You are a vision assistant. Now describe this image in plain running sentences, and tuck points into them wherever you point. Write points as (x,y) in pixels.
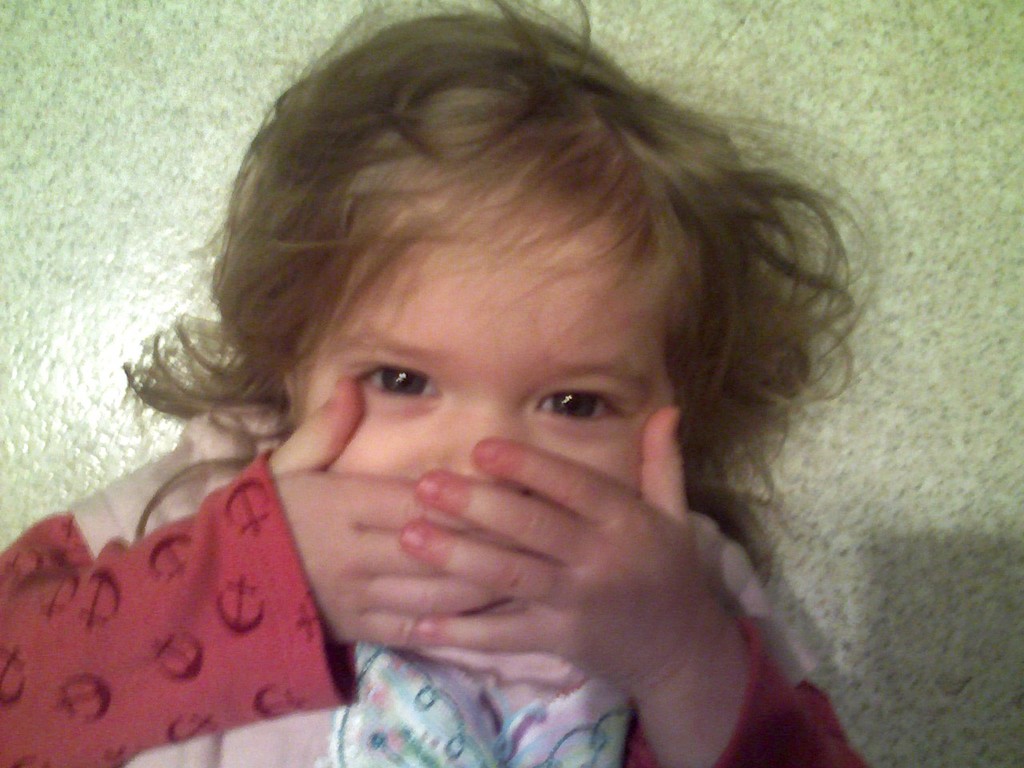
In this image I can see a baby (531,572) is covering her mouth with her hands (448,539), she wore pink color t-shirt (279,735).
